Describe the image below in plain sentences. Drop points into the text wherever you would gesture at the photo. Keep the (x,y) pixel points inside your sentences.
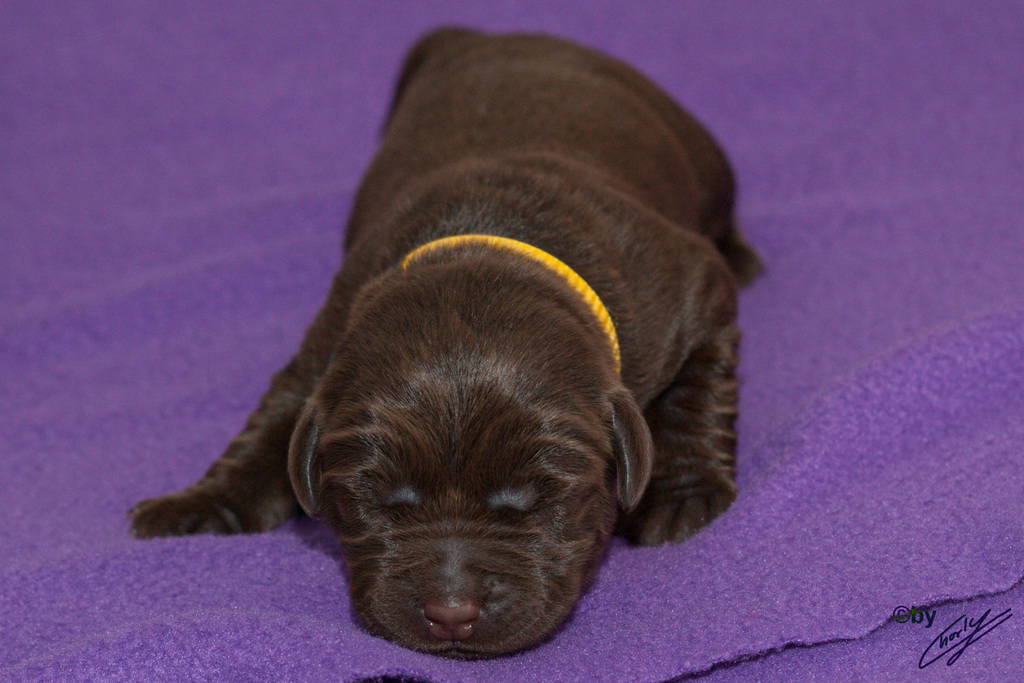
In this image there is a dog (473,301) on the violet color carpet (840,538). At the bottom right side of the image (918,619) there is some text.
